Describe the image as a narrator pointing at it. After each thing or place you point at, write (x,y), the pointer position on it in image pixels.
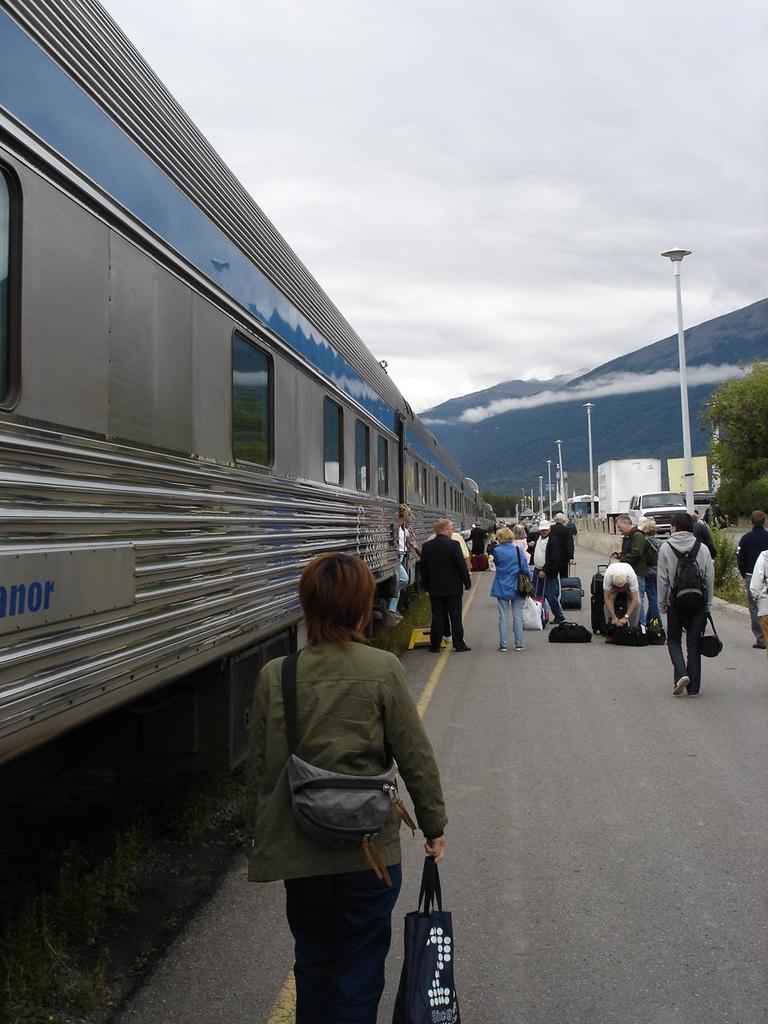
In this picture there is a train (379,497) on the left side of the image (144,522) and there are people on the right side of the image (596,575) and there is a tree (754,499) and car (671,520) on the right side of the image (744,431) and there are buildings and poles (686,499) on the right side of the image (540,499).
